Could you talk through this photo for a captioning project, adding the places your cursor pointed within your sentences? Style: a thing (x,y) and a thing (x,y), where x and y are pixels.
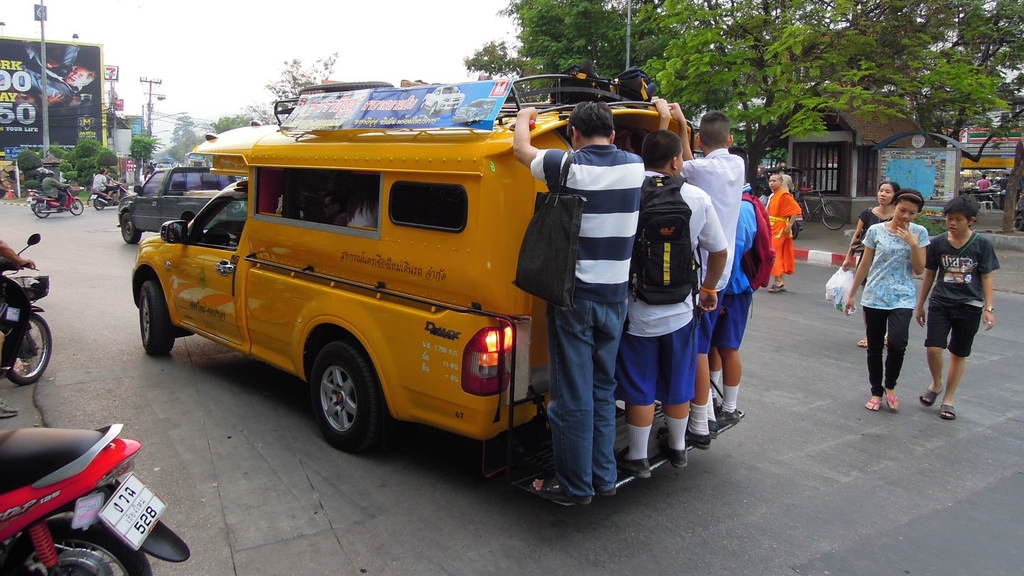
In this image, there is a road (278,442) which is in black color, there is a car (342,341) which is in yellow color, on that car (471,233) there are some people (588,247) standing and holding the car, in the background (952,302) there are some people (877,247) walking and there is a green color tree (811,40), in the left side (157,552) there are some bikes (73,475).
